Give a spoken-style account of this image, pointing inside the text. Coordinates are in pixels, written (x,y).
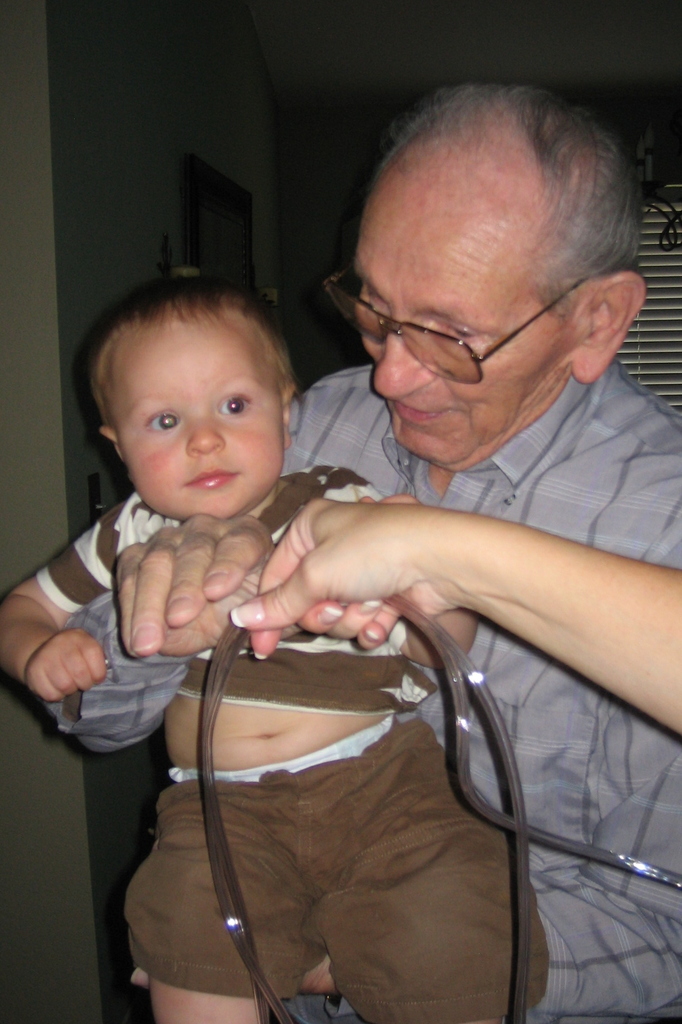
Here I can see a man (598,442) carrying a baby (141,520) in the hands (136,573). On the right side (496,607), I can see another person's hand (448,548) holding an object (413,611). In the background (223,244) there is a frame (223,225) attached to the wall (177,93).
